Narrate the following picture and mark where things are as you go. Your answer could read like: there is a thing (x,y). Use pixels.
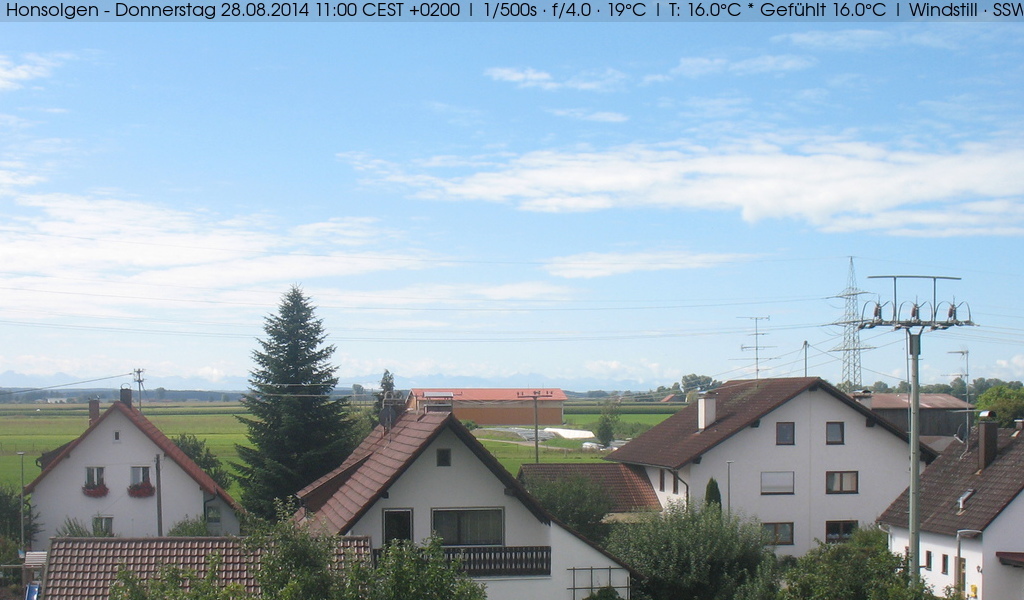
In the image, there are some houses (674,452) and around the houses (45,476) there are many trees (259,539). Behind the trees (288,433) there is a beautiful greenery (16,421) and there are few current poles (849,353) and signal towers (844,345) in between the houses (880,521).
